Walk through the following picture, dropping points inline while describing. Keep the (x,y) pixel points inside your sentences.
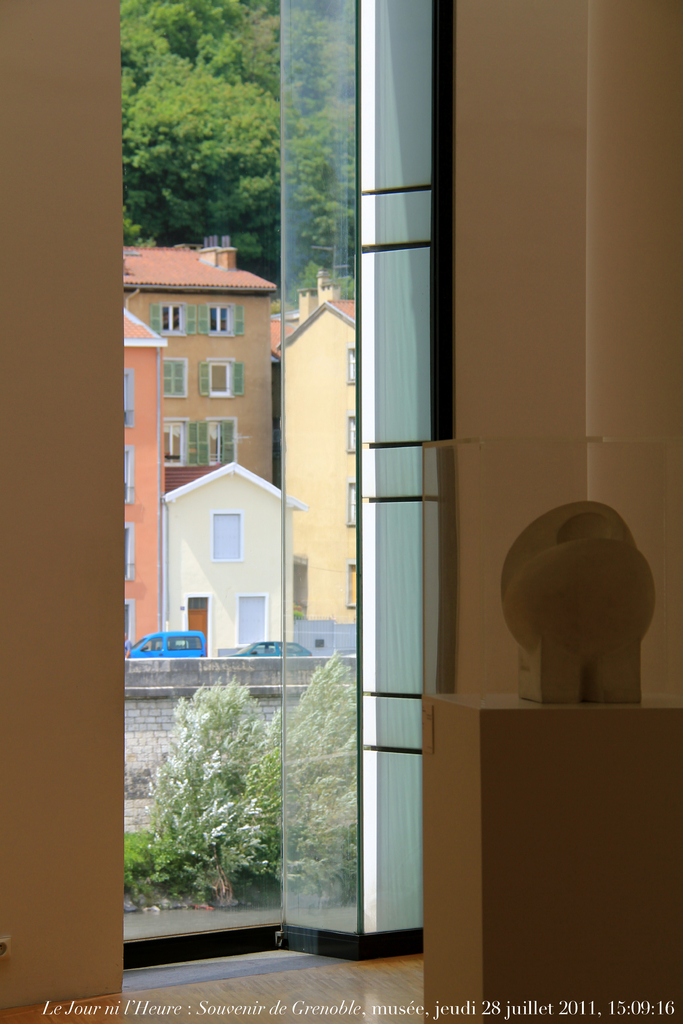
In this image I can see the brown colored walls (96,407), a brown colored object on the floor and the door (358,371) through which I can see few buildings (226,506), few trees (228,215) and few vehicles (181,655).
